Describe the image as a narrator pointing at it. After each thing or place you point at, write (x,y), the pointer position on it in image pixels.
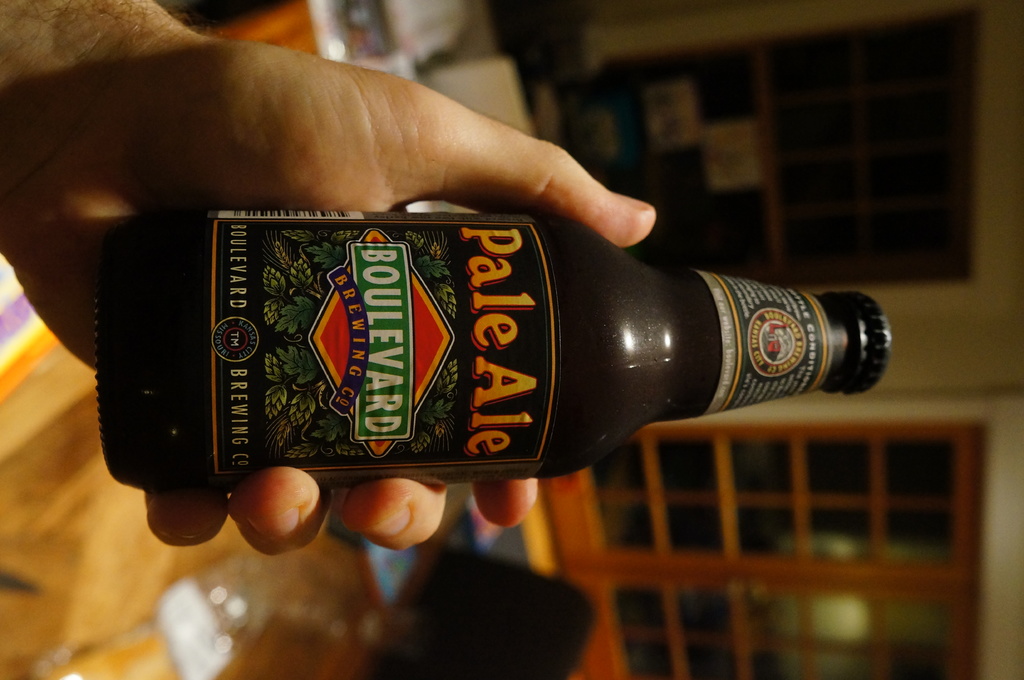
In this image we can see a bottle (304,361) which is of brand boulevard which is held by a person's hand (15,104).
